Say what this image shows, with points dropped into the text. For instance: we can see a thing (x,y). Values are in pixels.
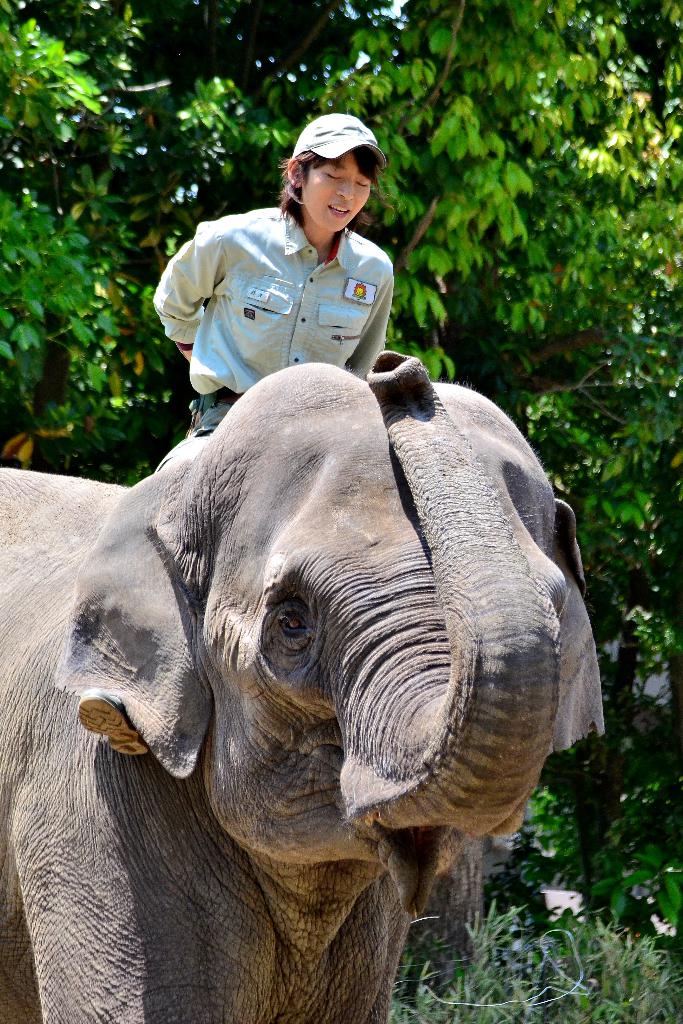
In the foreground of the image (59,774), elephant (150,928) is visible which is half, on which a person (325,126) is sitting wearing a cap (344,137). In the background (555,372), there are trees (124,65) visible and a sky (400,24) visible blue in color. It looks as if the image is taken during a sunny day.
